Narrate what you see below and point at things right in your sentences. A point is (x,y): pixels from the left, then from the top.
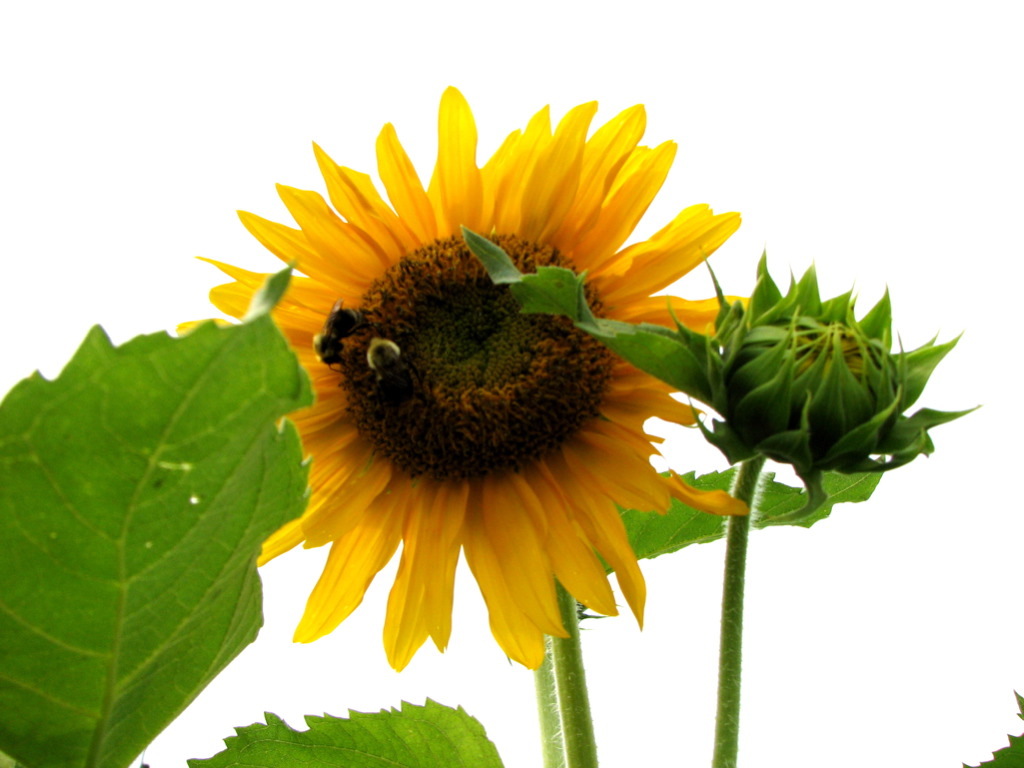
In this image we can see an insect (399,388) on the flower (500,434). We can also see a bud (788,443) to the stem (756,471) of a plant (767,411) and some leaves (217,656) beside it.
